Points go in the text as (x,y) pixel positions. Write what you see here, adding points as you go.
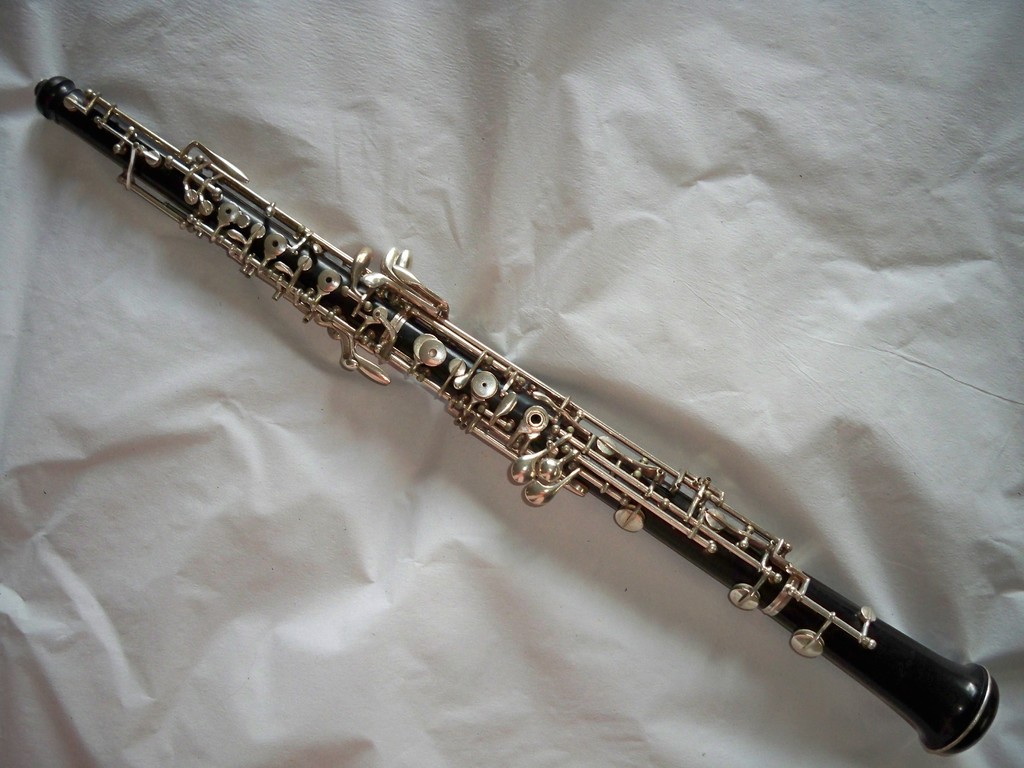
In this image we can see the oboe (726,538) and there is a white background (696,77).
